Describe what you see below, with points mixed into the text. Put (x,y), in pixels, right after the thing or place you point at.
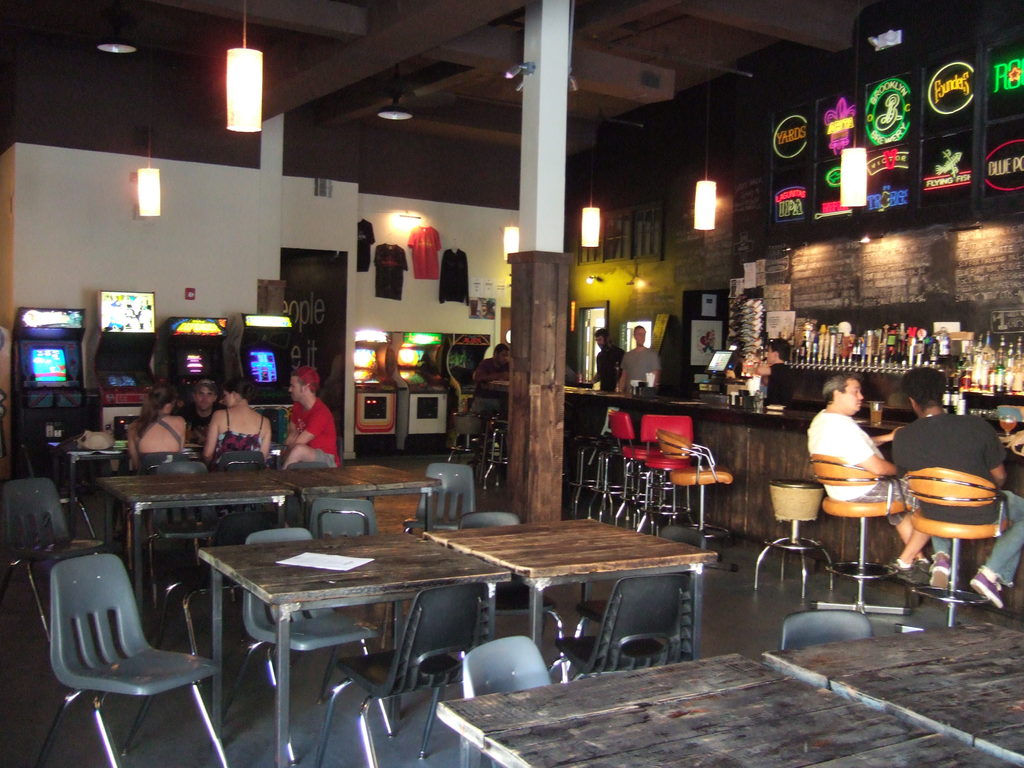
In this image, we can see tables (297,479) and some chairs (428,587). There are some persons (961,417) wearing clothes (166,424) and sitting on chairs (171,463). There are machines (369,429) on left side of the image (169,361). There are t-shirts (421,278) on the wall (422,281). There are two persons (597,358) in front of the counter (693,404). There are bottles (999,356) on the rack (999,380). There are lights (706,200) hanging from the ceiling (354,84). There is a pillar (532,461) in the middle of the image (545,475).
